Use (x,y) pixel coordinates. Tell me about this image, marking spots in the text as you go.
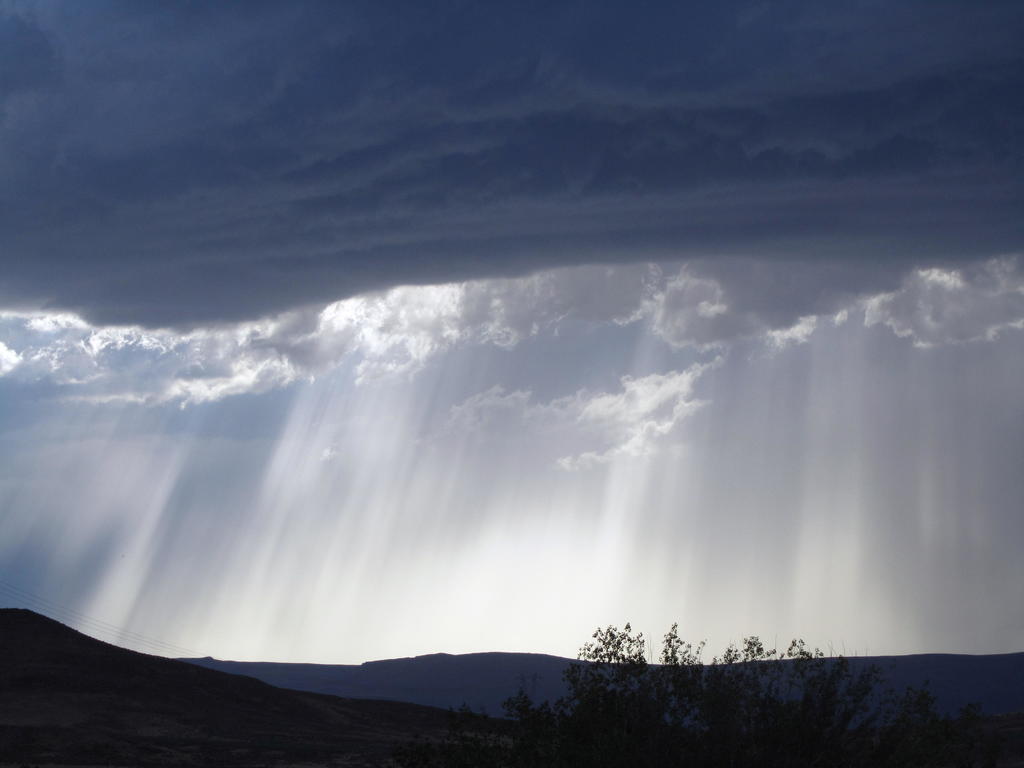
In the center of the image (492,347) we can see the sky (600,353), clouds (676,389), sun rays (476,507), hills (534,659) and trees (838,663).
